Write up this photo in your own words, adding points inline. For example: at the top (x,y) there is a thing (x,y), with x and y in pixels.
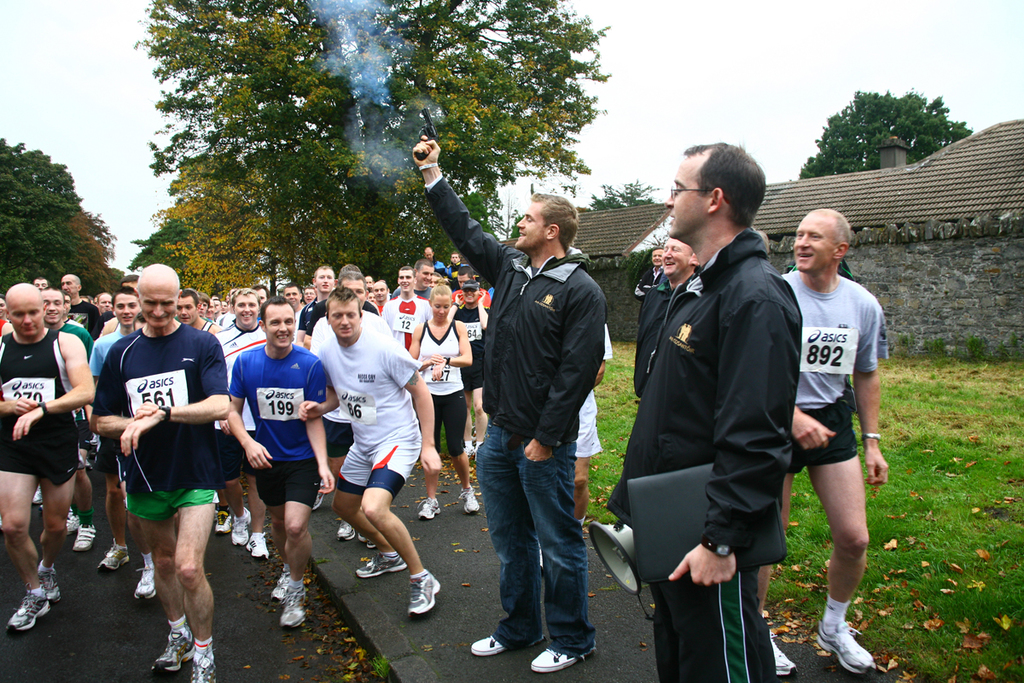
In this image in front (37,453) there are people (552,564). On the right side of the image (933,508) there is grass (931,525) on the surface (936,539). In the background (741,74) there are trees (451,171), buildings (993,189) and sky (753,77). At the bottom of the image (81,631) there is a road (106,606).
